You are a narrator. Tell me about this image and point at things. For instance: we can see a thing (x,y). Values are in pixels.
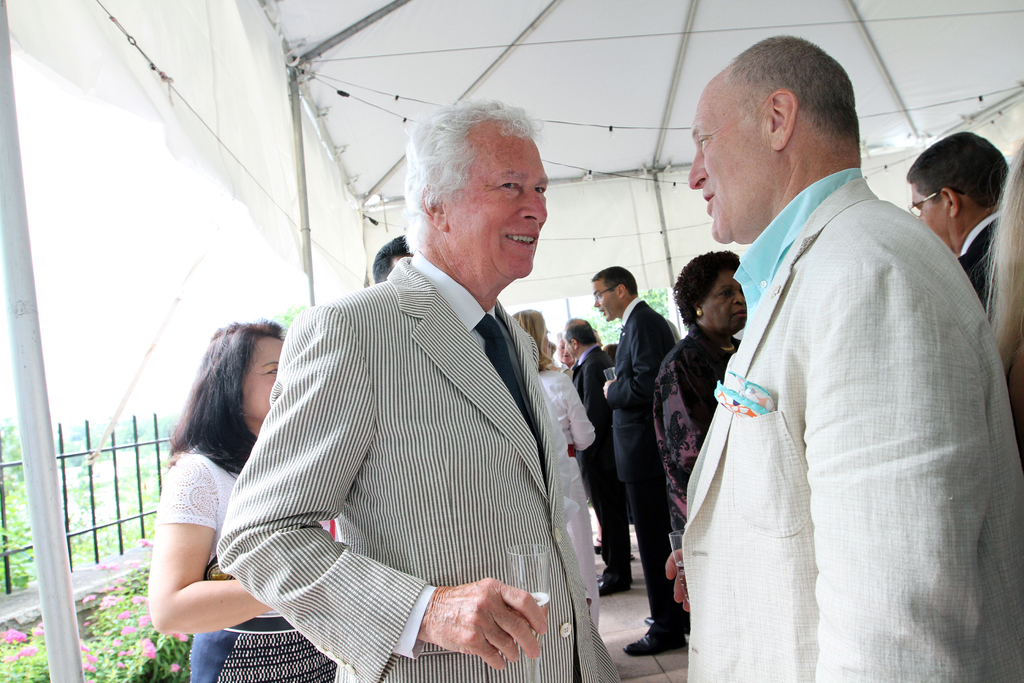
In this image, we can see some persons (945,347) under tent (325,285). There is a pole (19,281) on the left side of the image (20,291). There is a fencing (96,450) and some plants (127,647) in the bottom left of the image (121,664).
